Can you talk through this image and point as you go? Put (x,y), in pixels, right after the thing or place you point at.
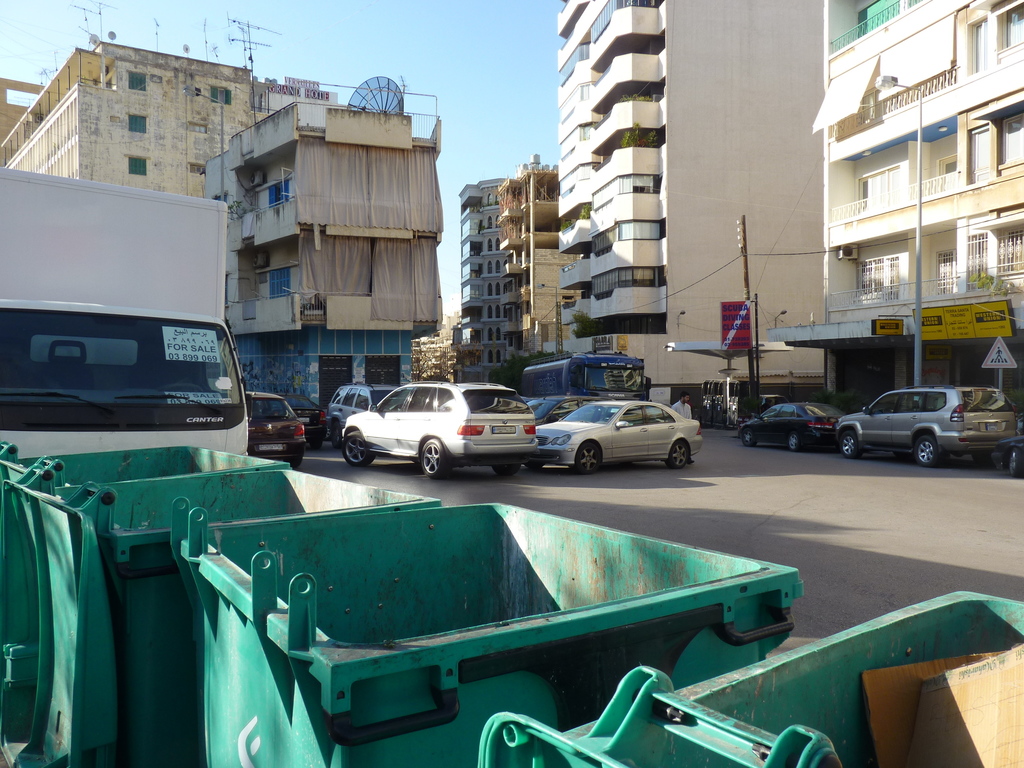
In this image in the center (364,449) there are some vehicles (438,415), and in the background (334,175) there are some buildings (732,268), poles (758,314), wires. And in the foreground (427,633) there are dustbins (260,526), at the top of the image (259,60) there is sky (416,31) and in the center (637,481) there is a road (861,500) and also there are some other objects (386,109) on the buildings (211,104).
